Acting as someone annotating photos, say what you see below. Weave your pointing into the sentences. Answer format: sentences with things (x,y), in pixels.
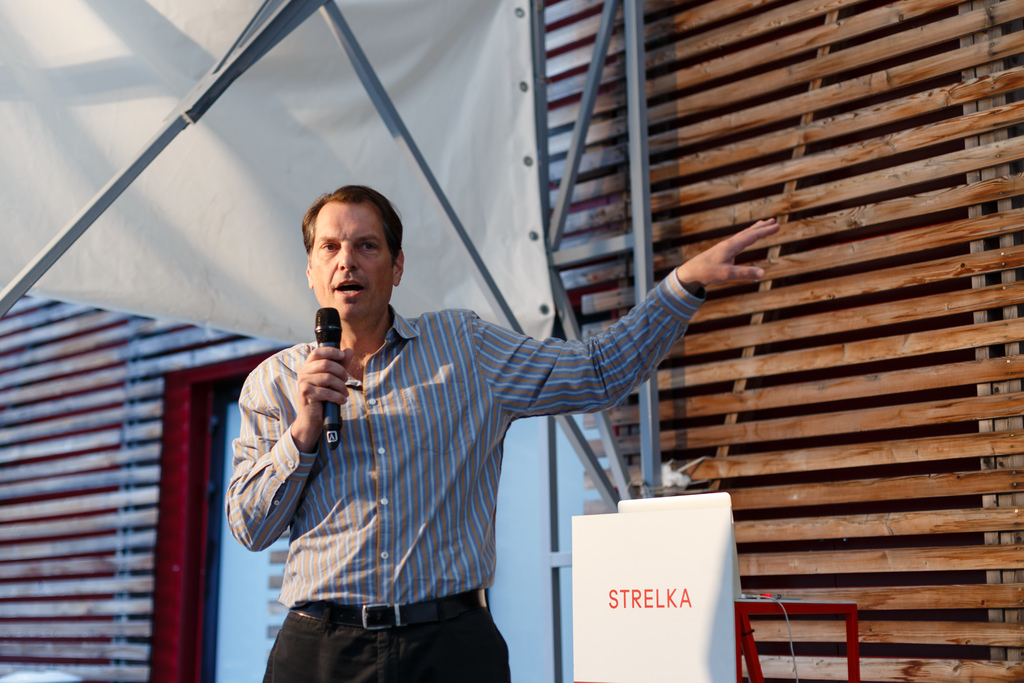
Here we see a man (364,277) standing and speaking with the help of microphone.
